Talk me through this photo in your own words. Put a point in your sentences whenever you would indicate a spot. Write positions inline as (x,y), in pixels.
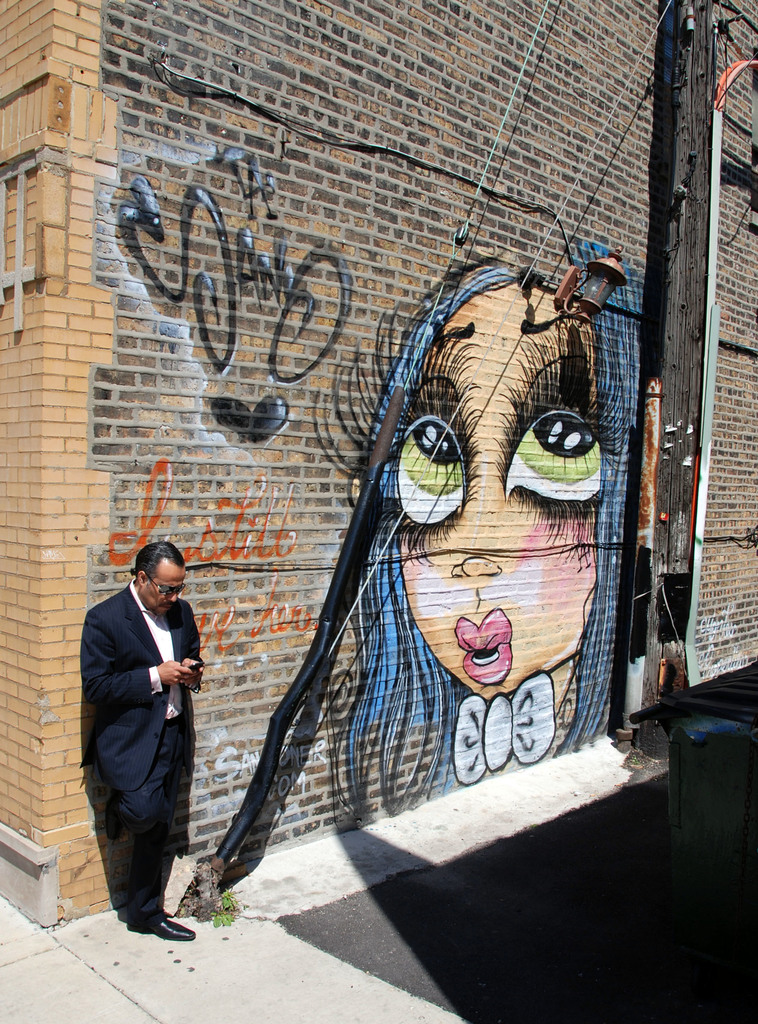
This image consists of a wall (349,367). On that there is some painting (442,452). There is a man (116,726) standing on the left side (116,753). He is wearing a black dress (106,716).
